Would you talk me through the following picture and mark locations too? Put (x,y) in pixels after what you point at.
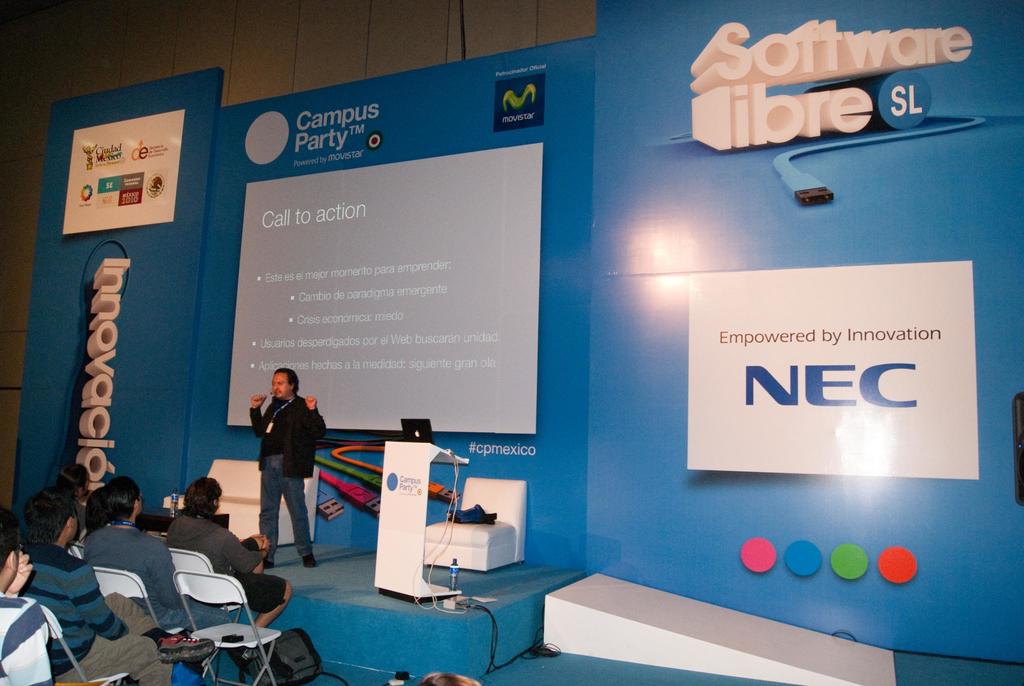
In this image on the left side (5,650) there are some people (139,541) sitting on chairs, and one person (270,486) is standing and talking beside him there is a podium (409,466). On the podium (410,533) there is laptop (425,423), on the stage (469,654) there is couch (488,537), chair (488,537), some objects (491,521) and wires (433,596), and in the background (329,448) there are some boards (572,390) and screen (466,300). On the boards (814,305) there is text (291,293), and in the background (317,43) there is wall (298,19) and on the right side of the image (781,651) there is slope like board (724,637).
